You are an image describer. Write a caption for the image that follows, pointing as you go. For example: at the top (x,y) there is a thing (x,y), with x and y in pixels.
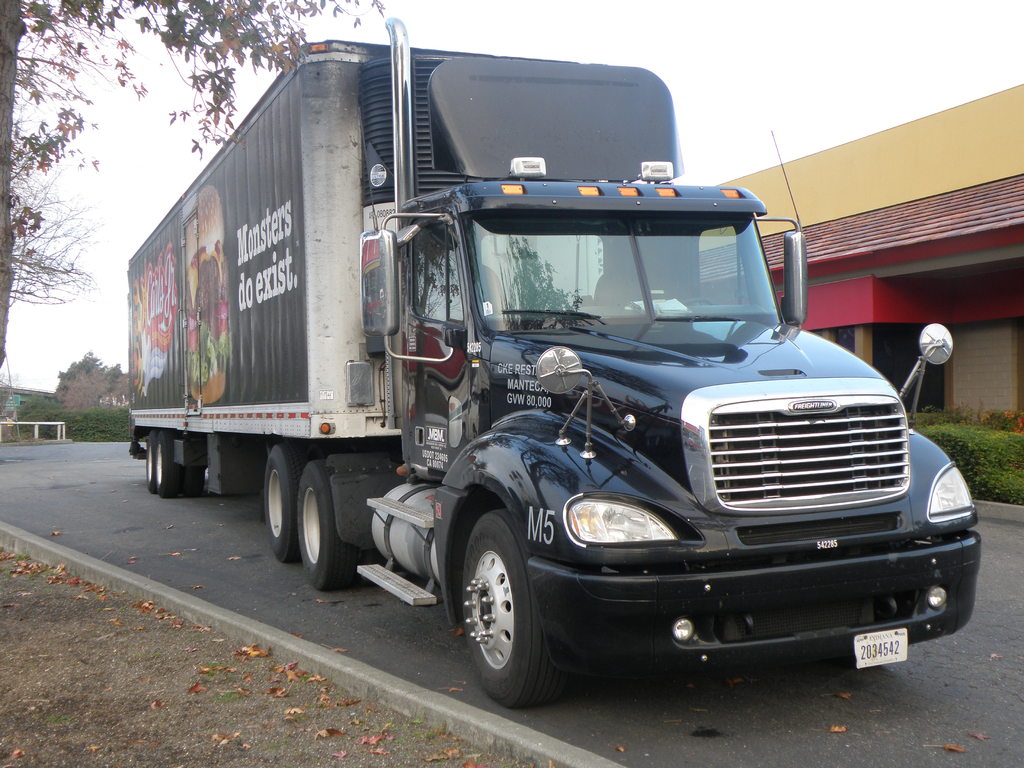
In the image we can see a vehicle (548,411) on the road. Here we can see a building (936,205), tree (6,119), grass (272,652), dry leaves (285,671) and the sky (693,138). These are the headlights (610,519) and number plate (863,646) of the vehicle (860,644).
